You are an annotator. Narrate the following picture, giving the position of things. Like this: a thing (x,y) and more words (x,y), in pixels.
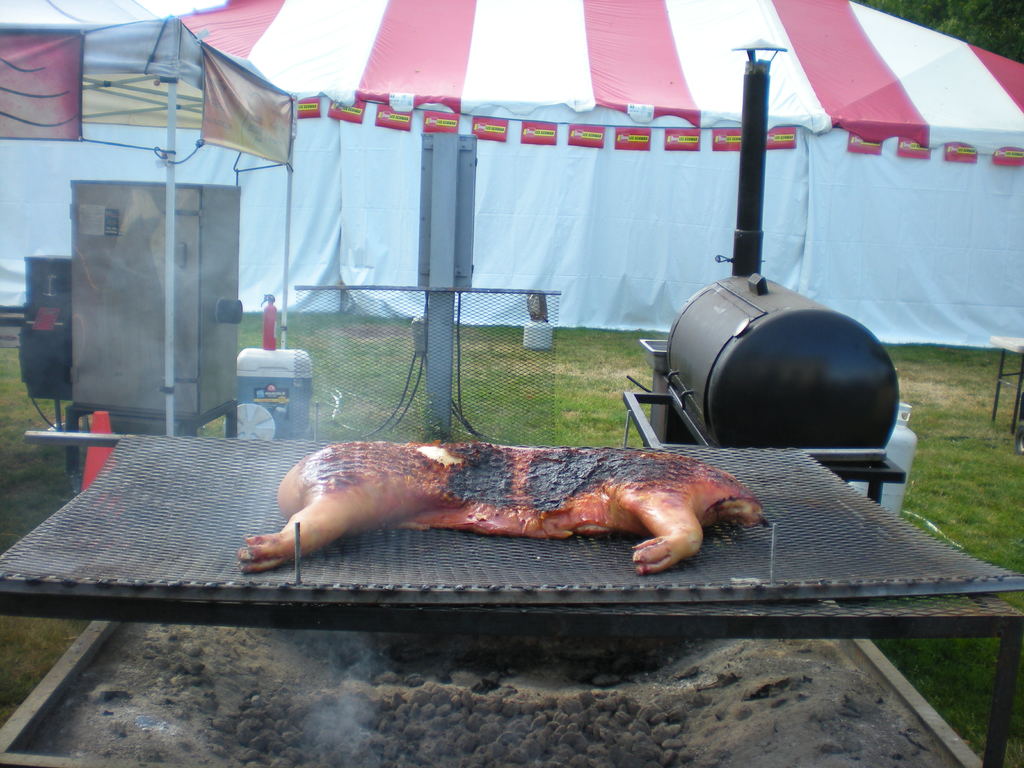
In this image I can see meat (668,462) on a grill (732,629). There are other objects (660,425), mesh (432,385), poles (448,402) and a tent (523,232) at the back (911,227). There are trees (992,24) behind the tent (479,243).
